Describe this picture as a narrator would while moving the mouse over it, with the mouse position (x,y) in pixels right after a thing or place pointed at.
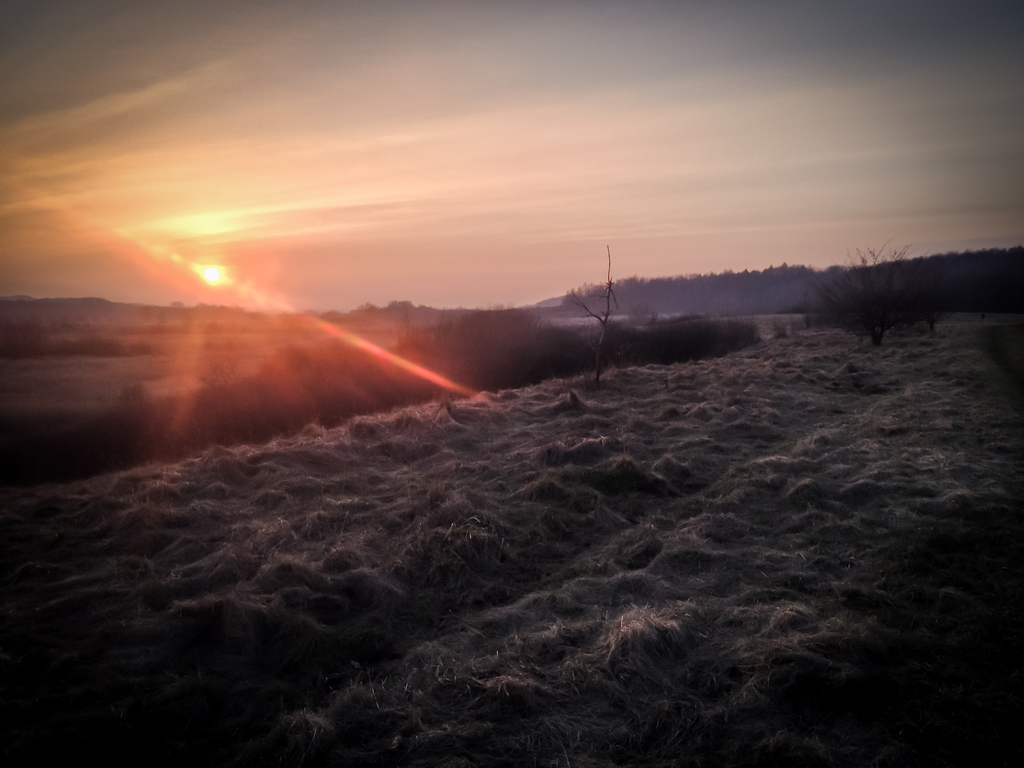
In this image there are trees (864,306) on the surface (499,581) of the dry grass (617,617). In the background (541,284) there are mountains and sky (387,180).
